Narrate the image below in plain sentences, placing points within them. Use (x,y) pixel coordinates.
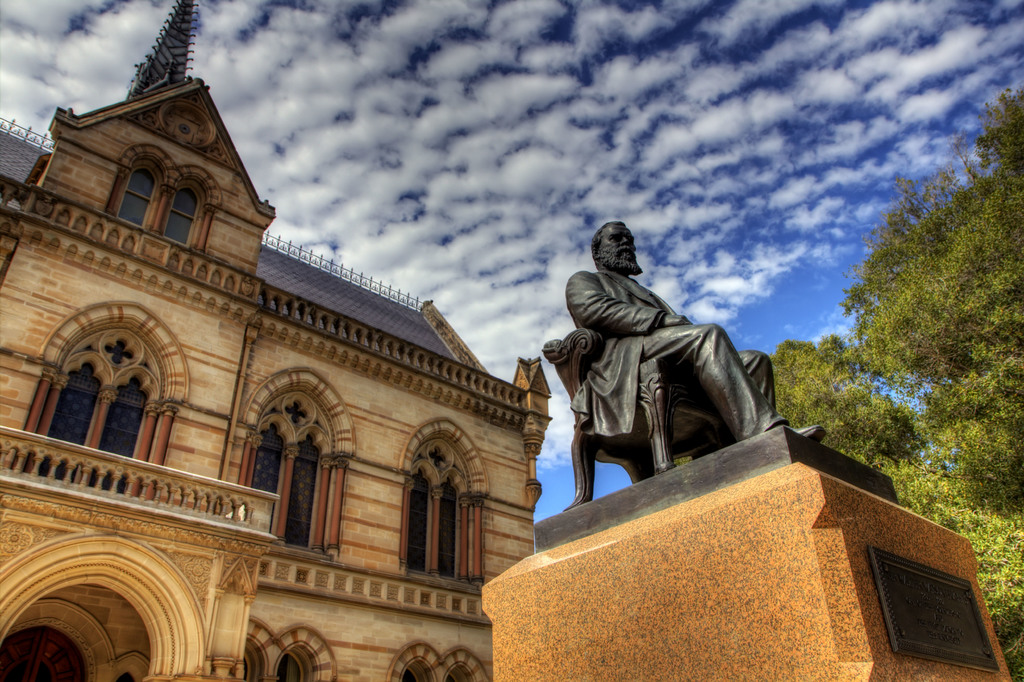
There is a building (184,363) and in front of the building (426,444) there is sculpture (643,377) of a person (724,367), it is of black color and beside the sculpture (687,474) there is a tree (977,276) and in the background (626,207) there is a sky (497,237).
